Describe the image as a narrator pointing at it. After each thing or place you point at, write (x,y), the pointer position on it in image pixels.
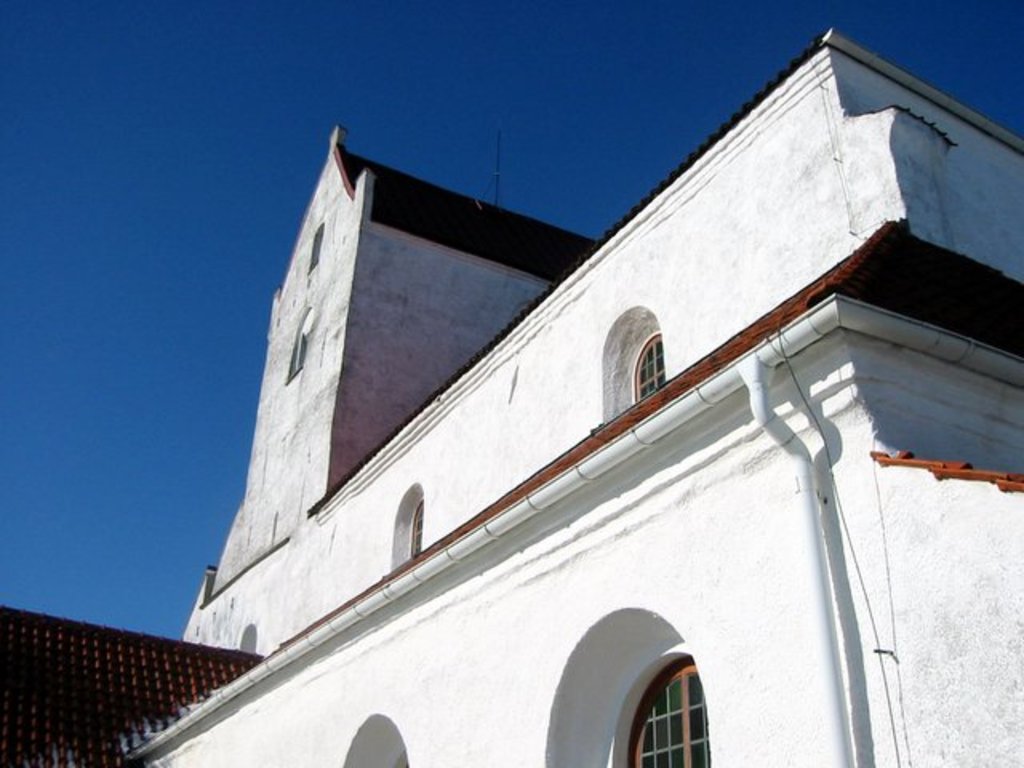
In this picture we can see a building (1003,238). There are few arches (612,638) on this building (446,310). Sky (90,328) is blue in color.
